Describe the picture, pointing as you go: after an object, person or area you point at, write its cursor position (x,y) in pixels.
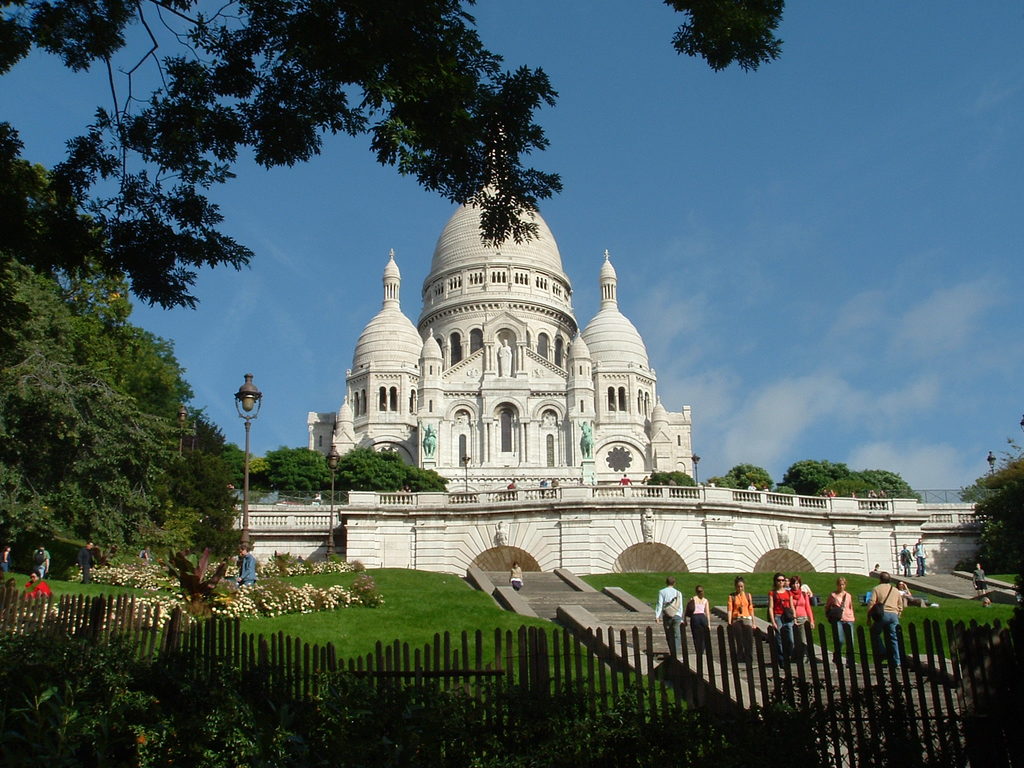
There are plants (135,677), fencing (915,642), grass (329,581), people (673,628), poles (251,406), white building (468,313) and trees (148,215).
